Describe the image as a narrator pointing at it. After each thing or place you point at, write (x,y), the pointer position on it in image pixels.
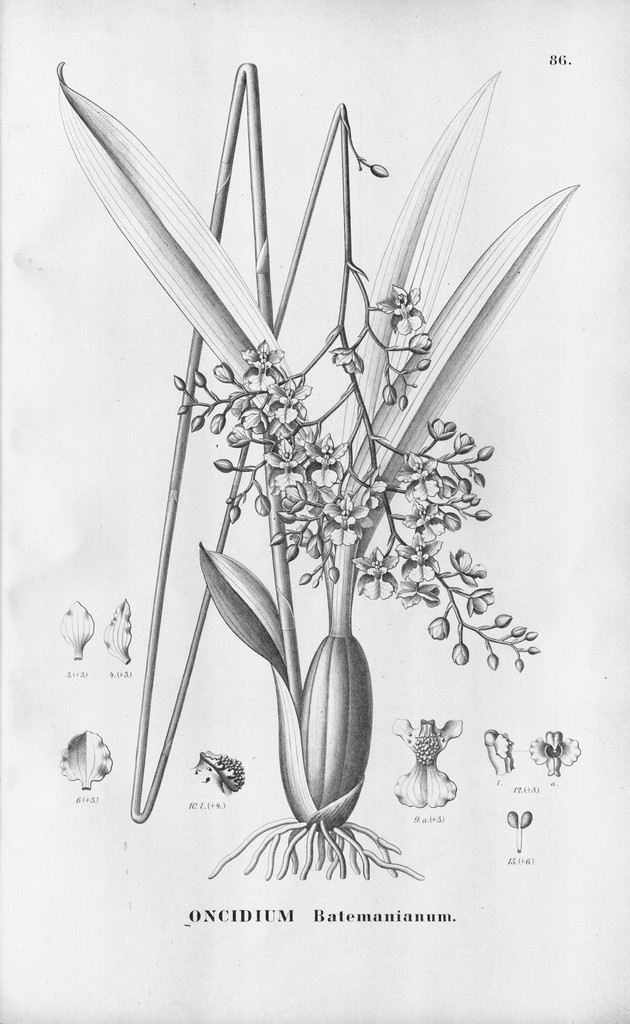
In this picture, we see the drawing (330,653) of the plant (285,635) and the flowers (253,414). In the background (489,350), it is white in color. At the bottom (239,912), we see some text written on it. It might be drawn on the white paper (328,427).
